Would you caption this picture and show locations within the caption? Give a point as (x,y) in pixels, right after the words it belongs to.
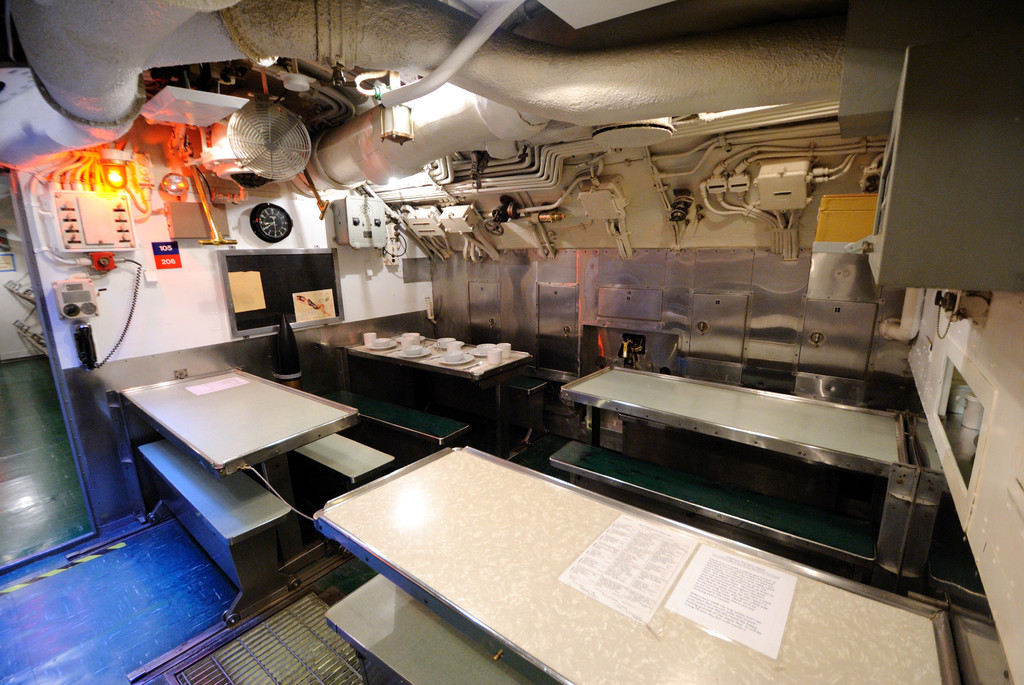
In this image we can see the tables (596,373) and also the benches (200,492). We can also see the menu cards (661,566), plates (457,353), bowls (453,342) and also the cups (503,345). We can see the floor (5,492), wire (135,278), clock (264,225), fan (242,149), light (111,154) and also the pipes (715,149) and some other objects (89,235). We can also see the wall (70,265).
